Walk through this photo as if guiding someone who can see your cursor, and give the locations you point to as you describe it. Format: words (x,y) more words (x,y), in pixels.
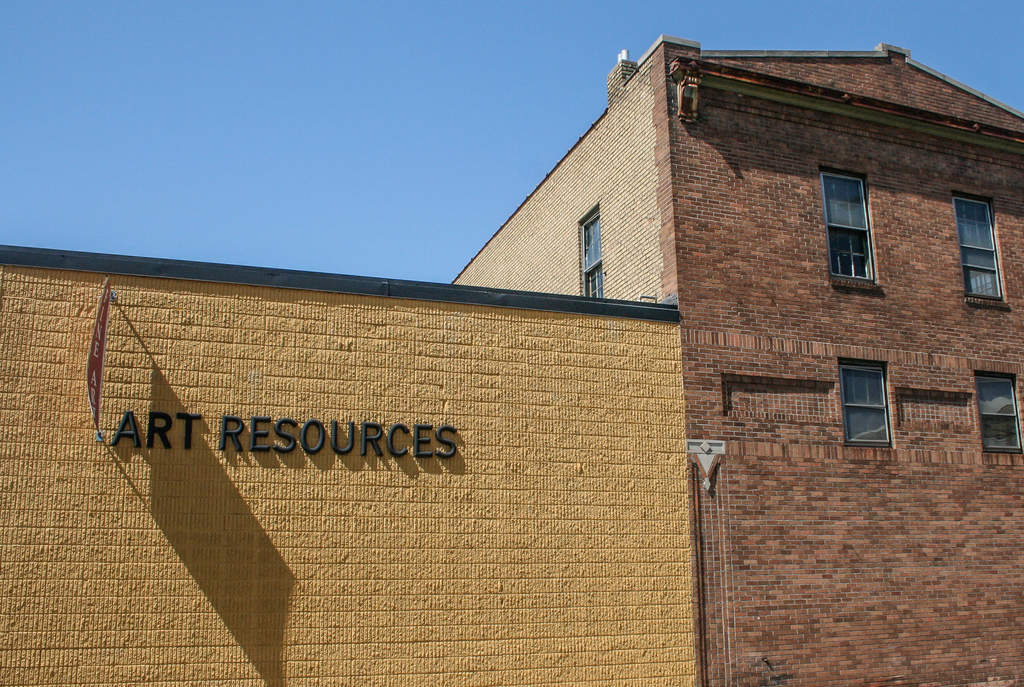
In the image I can see buildings (513,385) and some text (115,437). There are no clouds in the sky (246,127).
